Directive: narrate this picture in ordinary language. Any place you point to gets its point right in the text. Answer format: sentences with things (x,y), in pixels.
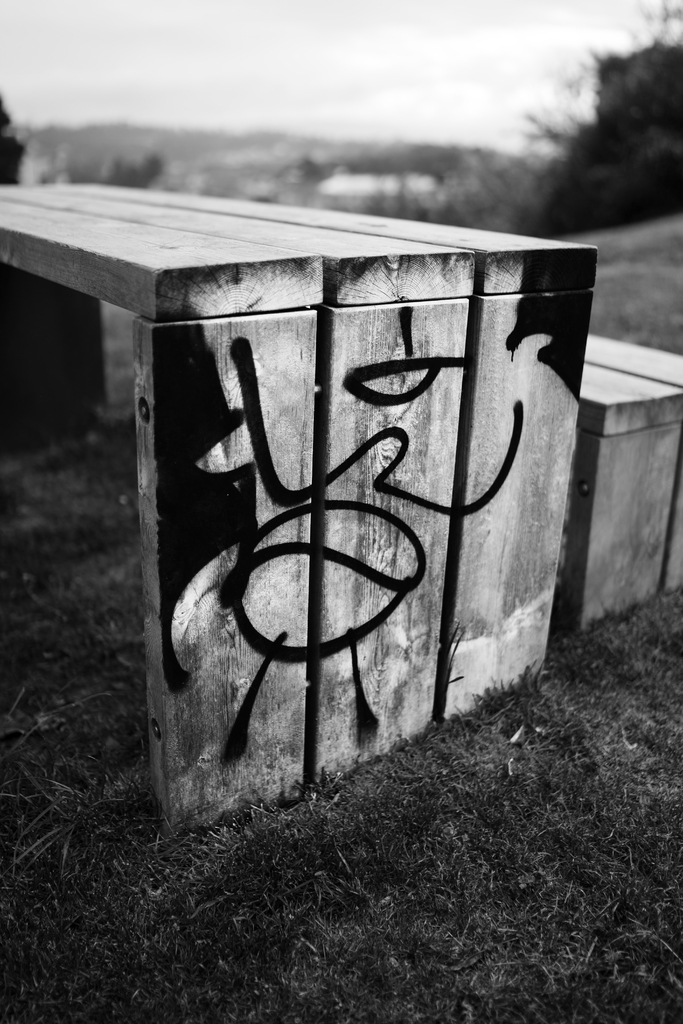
This is a black and white picture. Background (517,79) portion of the picture is blurry and we can see the sky (485,18) and trees (656,98). We can see wooden benches (616,471) and we can see black painting (403,452) on it. At the bottom (417,916) we can see the grass (370,923).
